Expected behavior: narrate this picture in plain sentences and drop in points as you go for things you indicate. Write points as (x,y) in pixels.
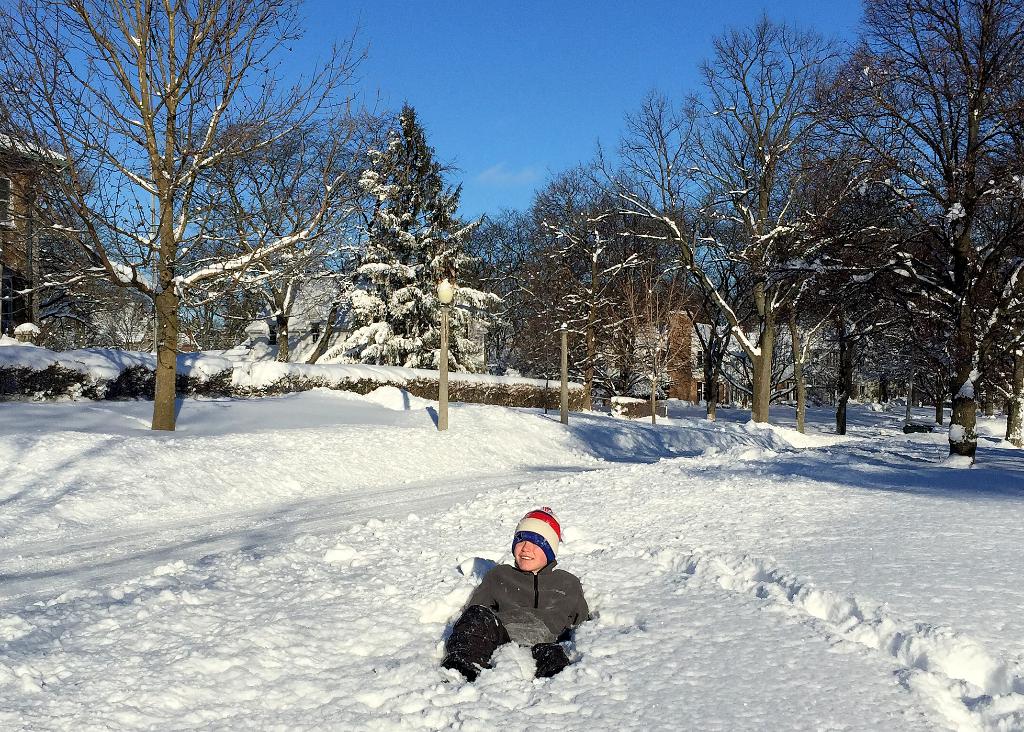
This image consists of a person (518,625) lying in the snow (532,668). At the bottom (513,659), there is snow (502,557). In the background (639,277), there are many trees (635,296). At the top (480,76), there is sky (494,99). And the person (541,667) is wearing a jacket (532,595) along with a cap (547,536).
